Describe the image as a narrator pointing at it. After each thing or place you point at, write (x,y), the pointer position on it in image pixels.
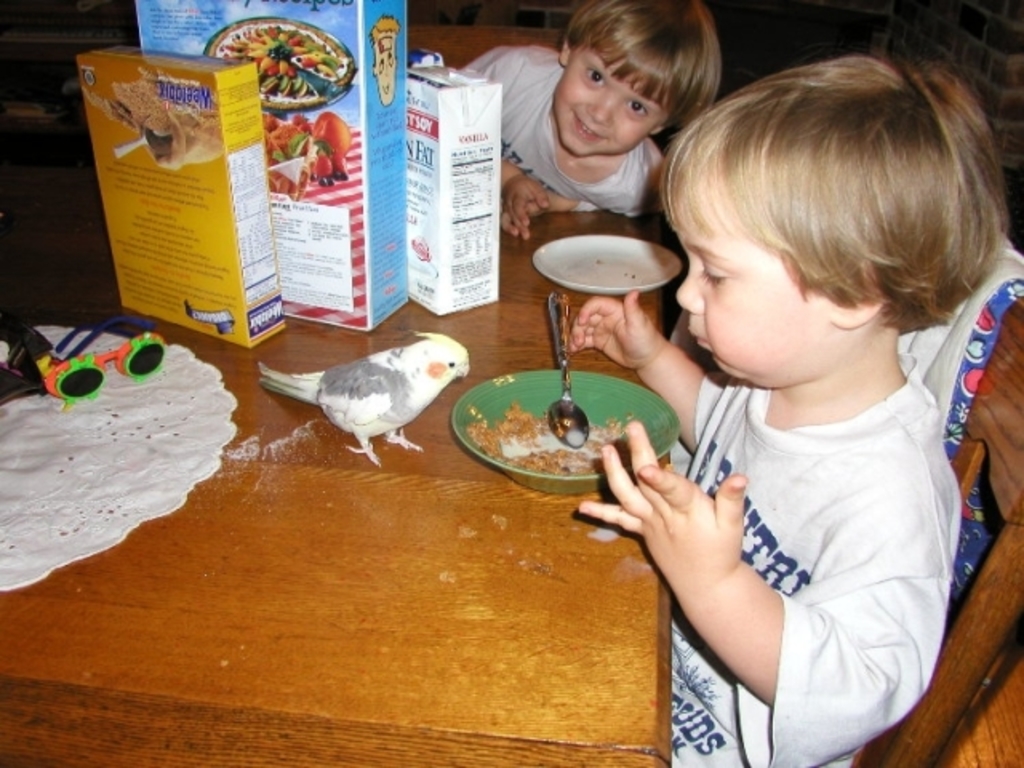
In the picture we can see two children (762,669) are sitting near the table (72,588) in the chairs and on the table (77,573), we can see a bird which is white in color and some part gray in color and in front of it, we can see a bowl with a food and spoon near the child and beside it we can see an empty plate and besides it we can see some food boxes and small table cloth (171,453) on it.
